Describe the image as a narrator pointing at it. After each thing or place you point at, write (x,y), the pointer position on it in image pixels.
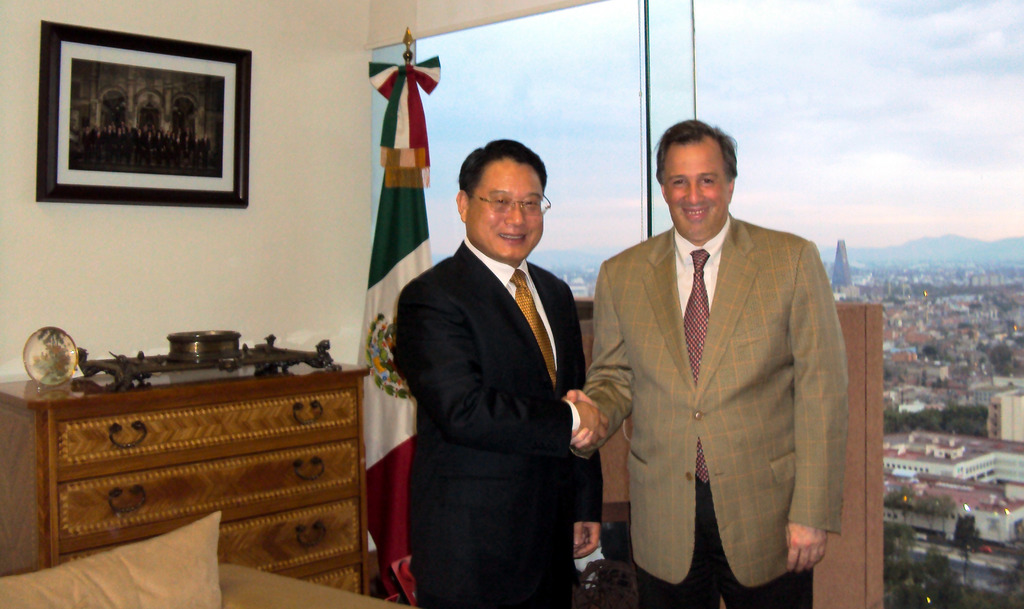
In this image I can see 2 men (734,391) in suit (623,291) and tie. I can also see a flag (377,315), cupboard (136,473) and a photo frame (202,88) on this wall (288,114). In the background (968,355) I can see number of buildings (911,408) and clear view of sky (739,46).
